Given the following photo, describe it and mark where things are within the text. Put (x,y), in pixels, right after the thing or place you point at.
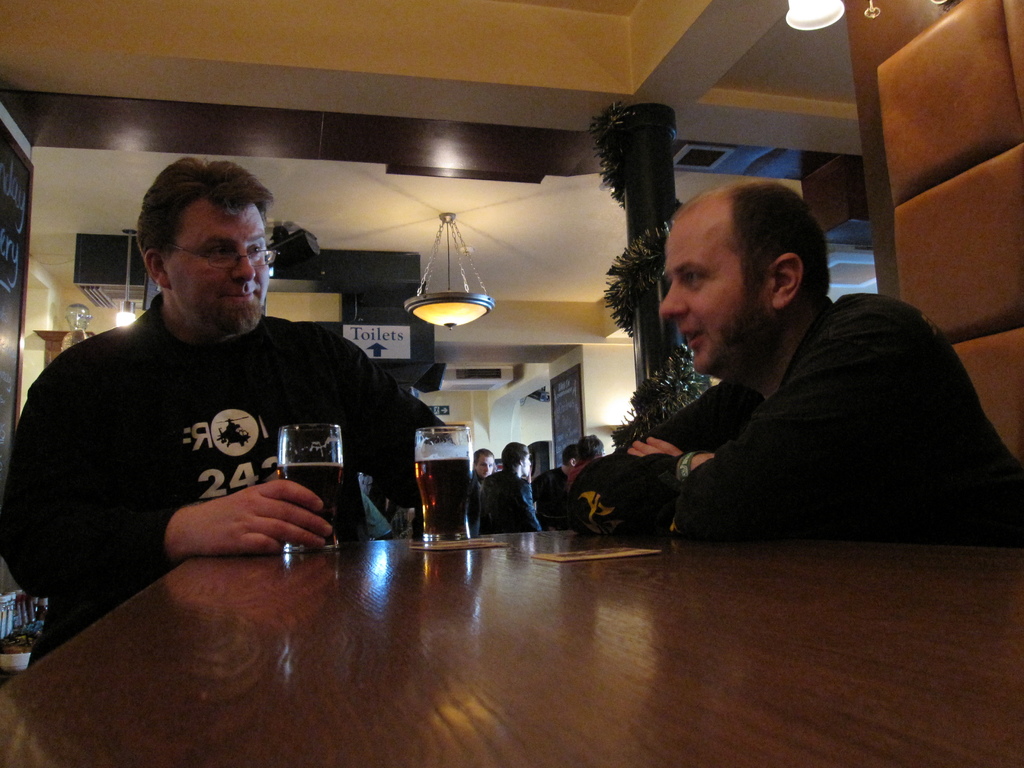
Here in the front (817,323) we can see two men (363,462) with glasses of beers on table (553,536) present in front of them and behind them we can see a group of people (538,487) standing.
